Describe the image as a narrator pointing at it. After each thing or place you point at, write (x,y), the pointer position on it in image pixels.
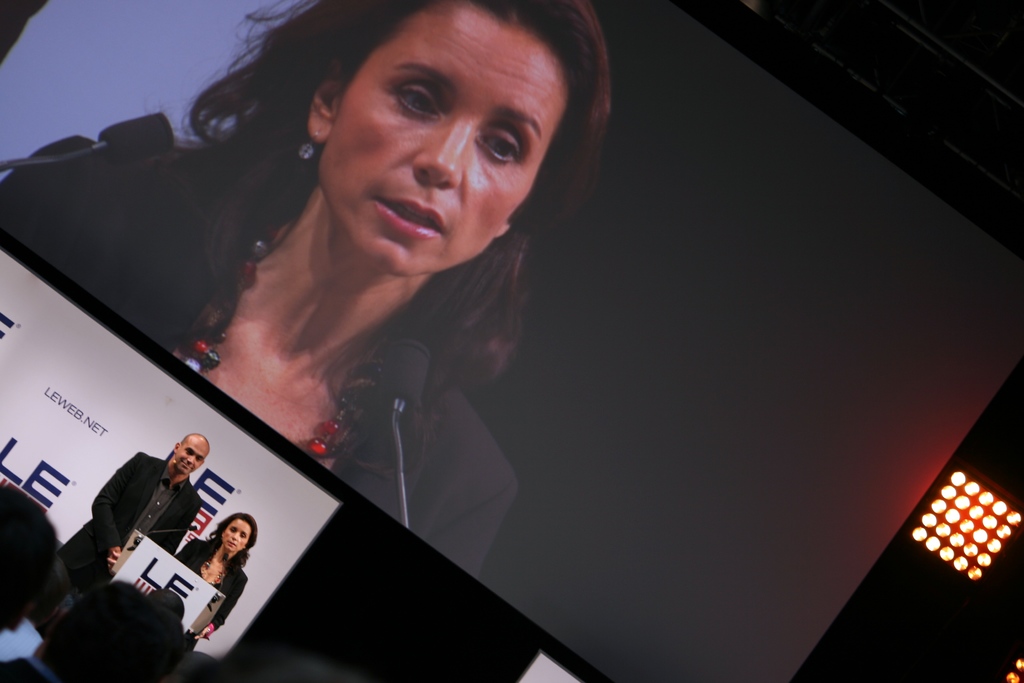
In this image we can see few people (95,637), two persons (232,585) standing near the podium (171,576) and there are mics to the podium (134,550), there is a poster (115,382) with text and a screen (141,142) above the banner (104,366) and there are lights (970,542) beside the screen (300,378).
